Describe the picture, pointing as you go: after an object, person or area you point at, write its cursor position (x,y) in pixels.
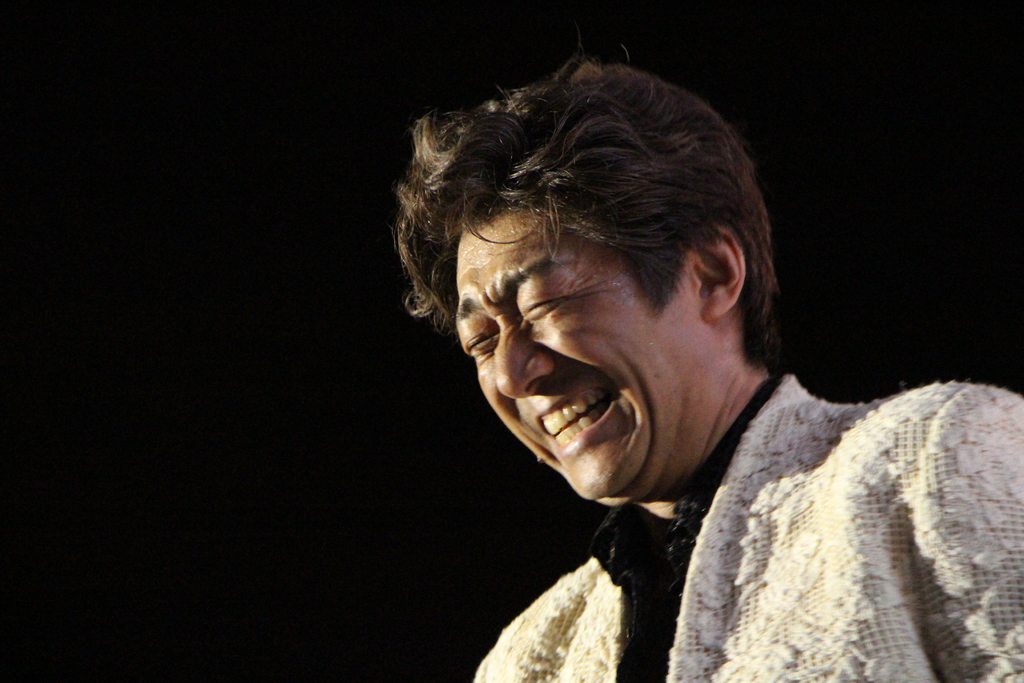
In this picture I can see there is a man (779,559) standing and he is wearing a cream sweater (791,606) and a black shirt (673,603) and the backdrop (51,676) is dark.
